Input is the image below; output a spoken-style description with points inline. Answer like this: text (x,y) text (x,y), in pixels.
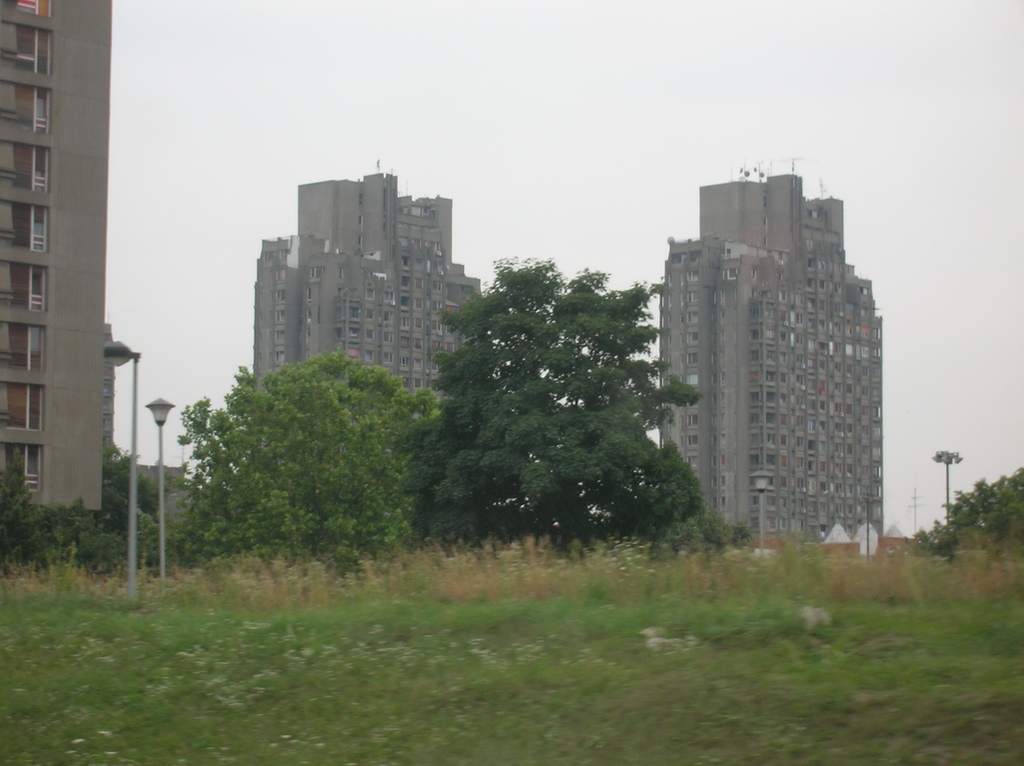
This picture is clicked outside the city. In the foreground (860,712) we can see the green grass (288,656) and the plants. In the center (586,457) we can see the buildings (794,319), trees (322,438) and lights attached to the poles (132,526) and there is a sky (931,160).
